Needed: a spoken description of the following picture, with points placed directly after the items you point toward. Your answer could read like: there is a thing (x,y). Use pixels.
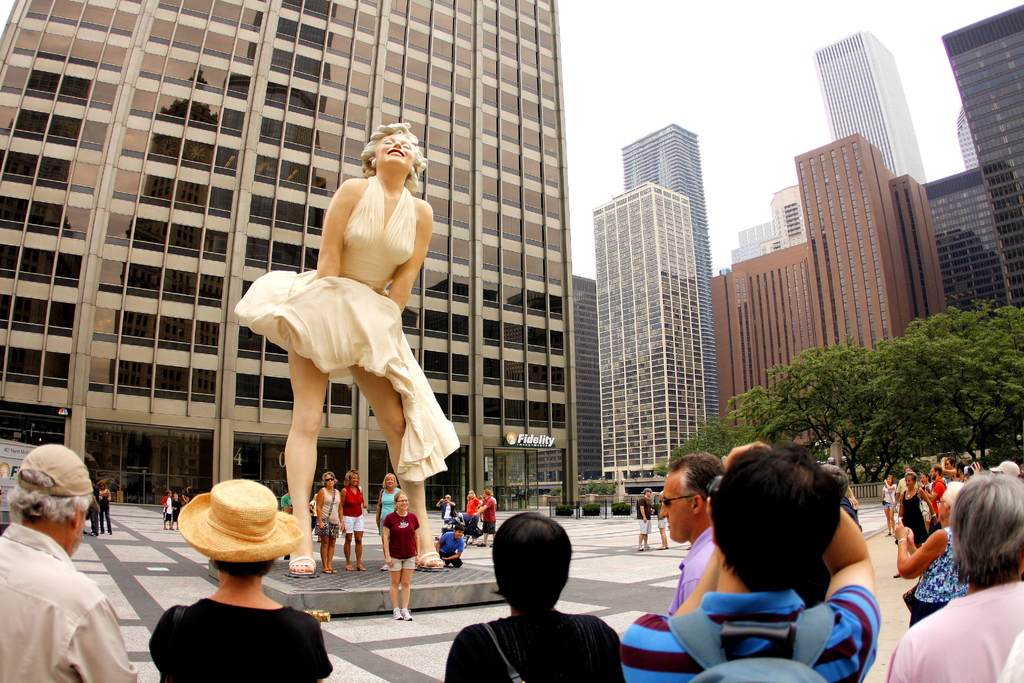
In this picture we can see some people (251,548) are standing, there is a statue (339,340) in the middle (366,309), on the right side (933,402) we can see trees (863,426), there are some trees (716,455) in the background (1009,421), we can see the sky (717,75) at the top of the picture (694,48).
